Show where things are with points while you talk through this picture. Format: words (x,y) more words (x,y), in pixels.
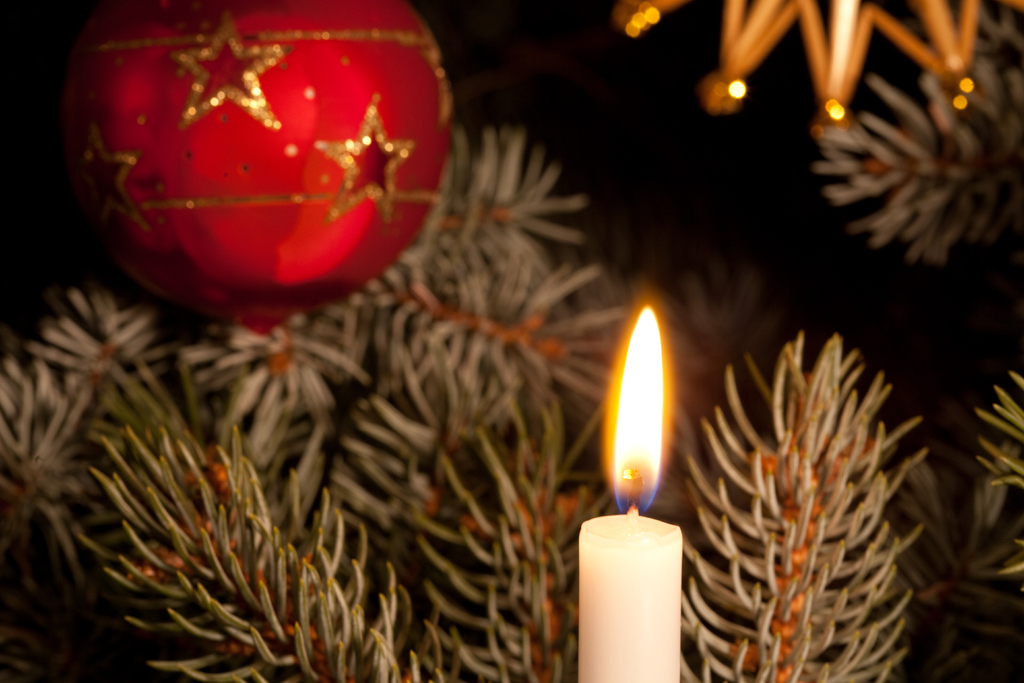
In this image we can see a candle (635,591). There are few plants (548,593) in the image. There are few decorative products (114,143) in the image.
